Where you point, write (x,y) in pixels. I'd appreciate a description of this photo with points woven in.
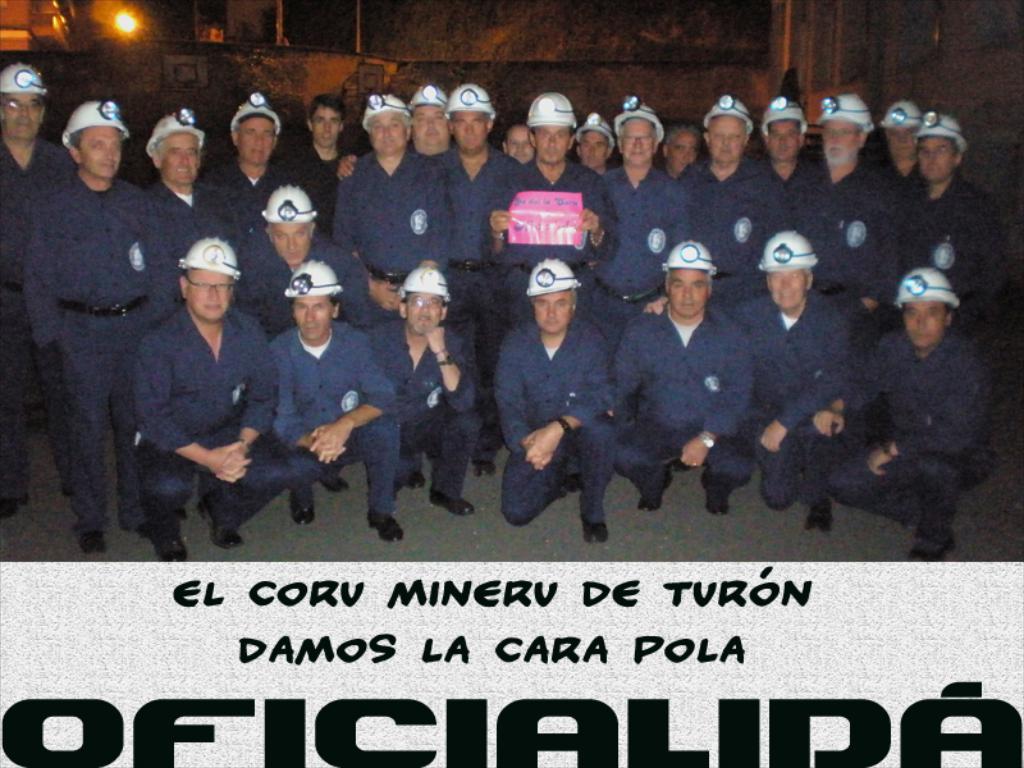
In the center of this picture (512,298) we can see the group of persons (388,212) standing on the floor (715,522) and we can see the group of persons (430,364) squatting on the ground (627,499). In the background (307,10) we can see the light (129,18) and some other objects (550,25) and we can see a poster (537,217). At the bottom (559,588) we can see the text (541,597) on the image.
